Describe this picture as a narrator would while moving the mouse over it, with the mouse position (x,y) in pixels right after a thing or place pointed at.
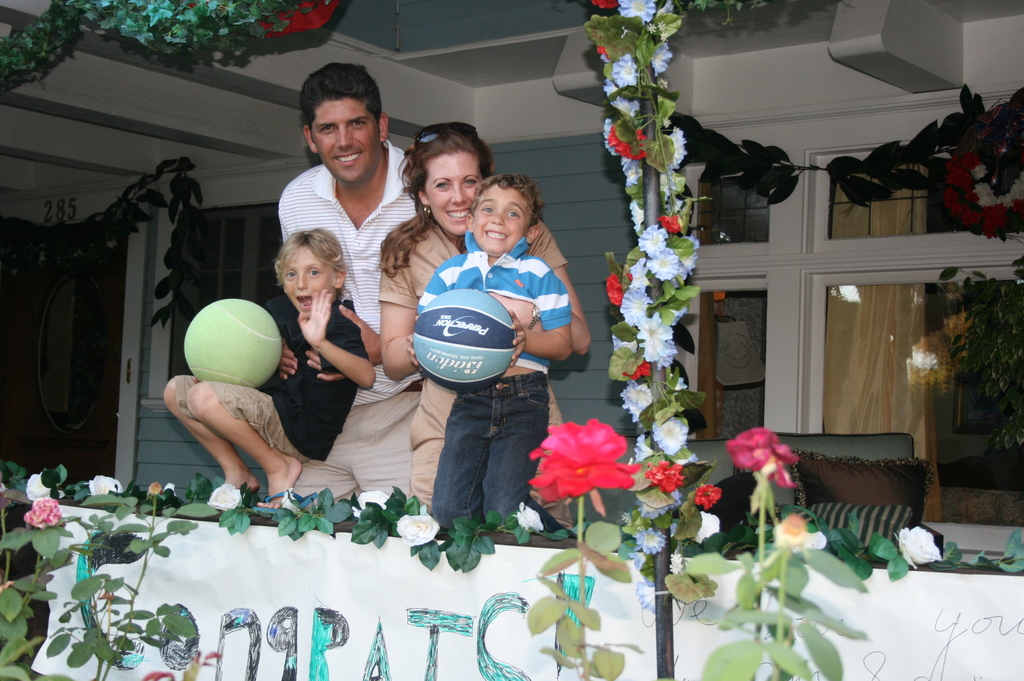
In this image we can see a family (447,275) posing for a photo in which two children (343,303) are holding balls (448,322) and goggles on the person's head (437,188), there we also see few flowers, leaves (186,528), poles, windows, a door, we can see a number (62,213) written above the door (117,350), a banner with some written text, a chair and ceiling (464,29).
